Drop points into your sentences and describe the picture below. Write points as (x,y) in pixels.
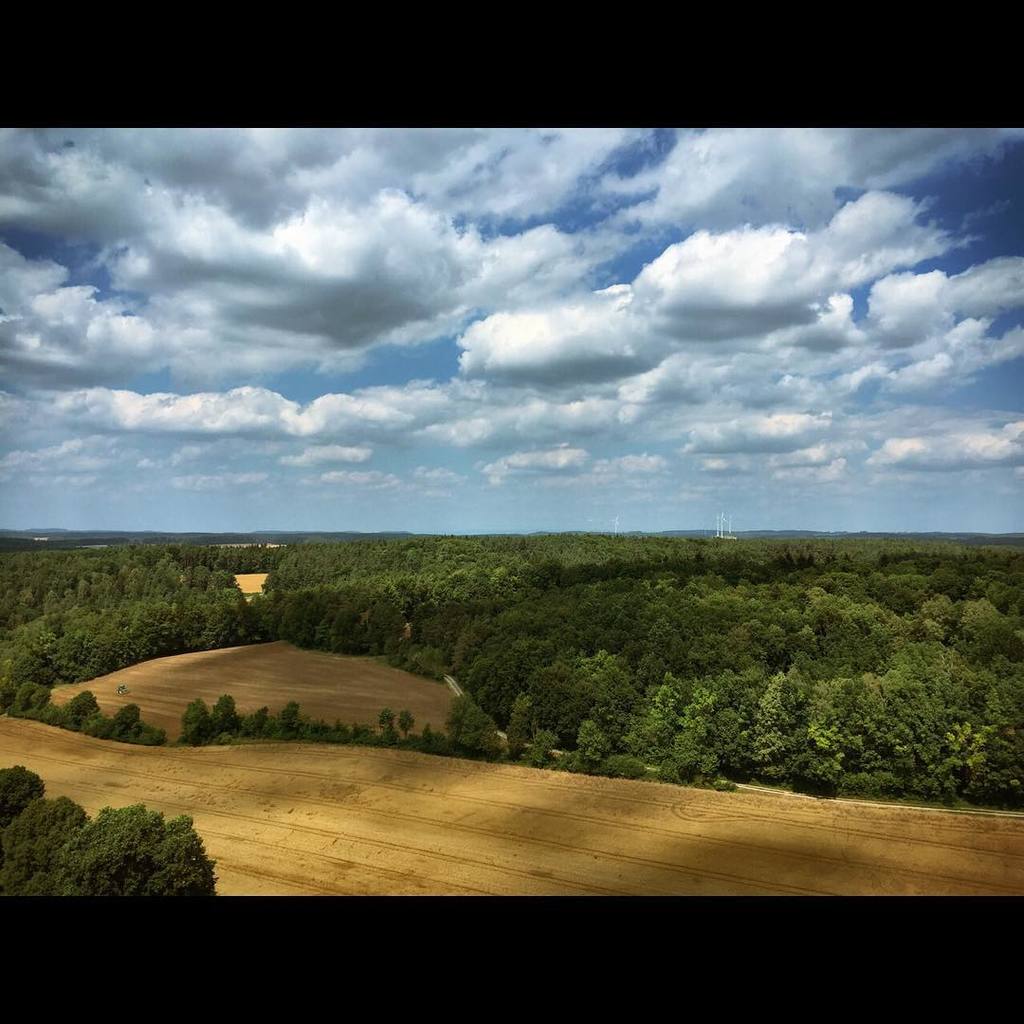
In this image we can see a group of trees (378,745) on the ground (558,845). On the backside (422,454) we can see some poles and the sky (563,432) which looks cloudy.
